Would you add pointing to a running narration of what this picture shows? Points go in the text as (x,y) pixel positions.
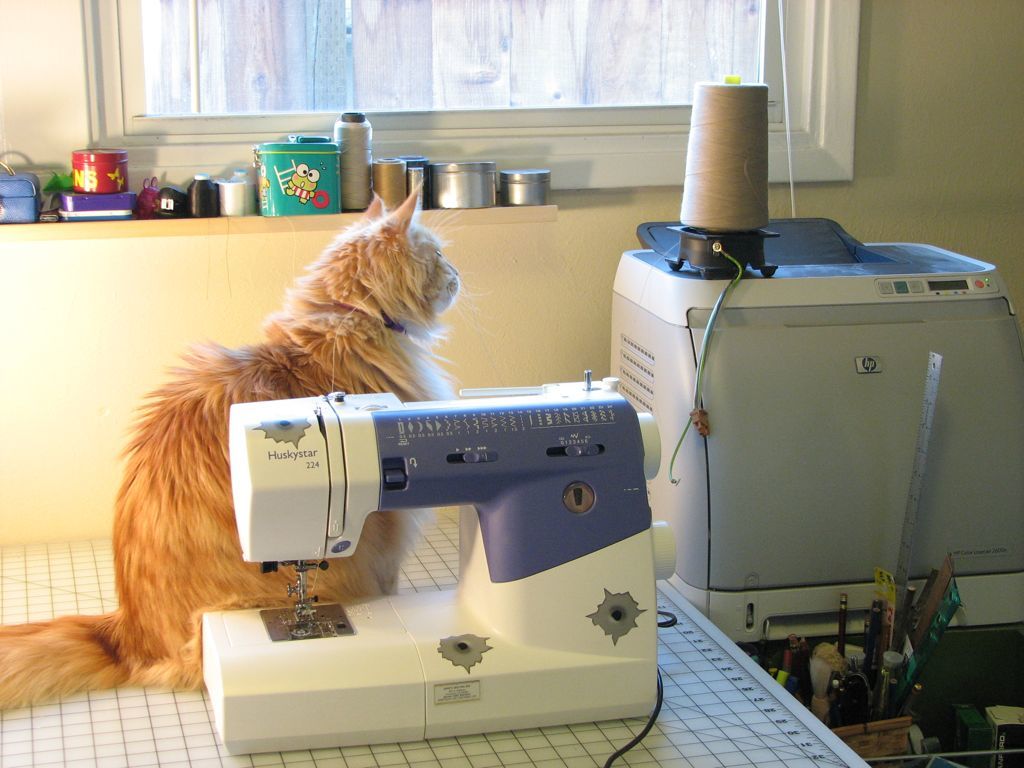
In this image we can see a cat (291,381) and a sewing machine (537,538) on the table (178,733). To the right side of the image (840,428) we can see a roll (729,229) and a machine (903,435) placed on the surface (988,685), group of items (876,685) placed in a basket (888,739). In the background (532,185), we can see group of objects (420,169) on rack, window (527,48) and the wall (910,93).
